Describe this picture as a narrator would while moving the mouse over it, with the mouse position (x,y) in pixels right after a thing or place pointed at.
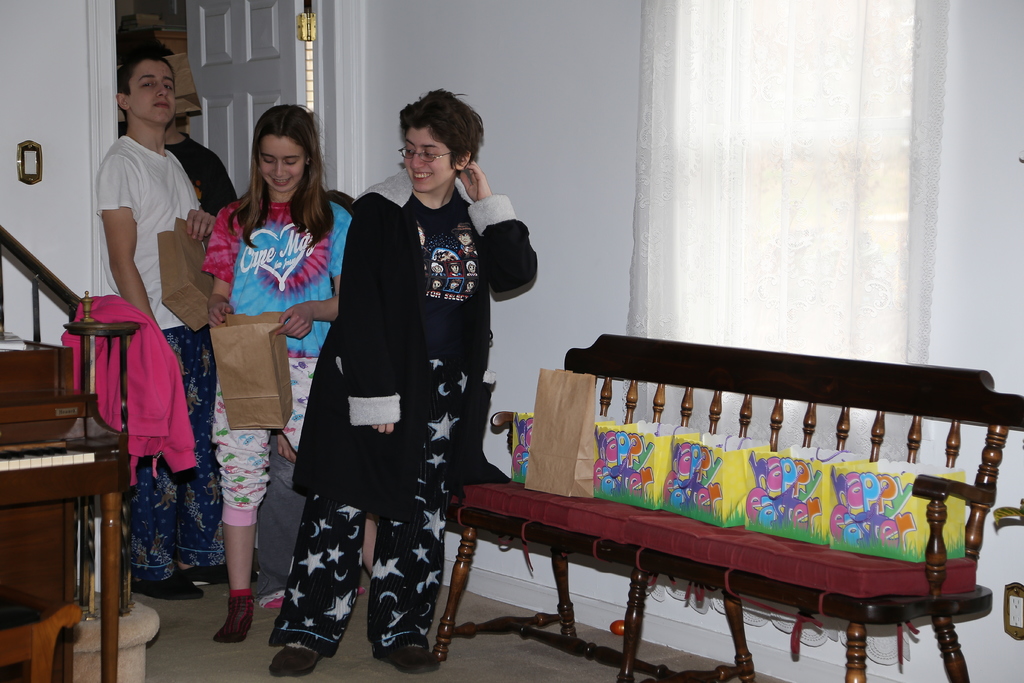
This picture shows the inner view of a building (900,285). There are four people (179,200) standing, one staircase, one white door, one chair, one white wall (13,269), one musical instrument (69,419), one white curtain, two switchboards (26,172) attached to the wall (17,329), two people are holding objects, one sofa (741,668), some objects (616,623) are on the surface (207,657) and some objects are on the sofa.
